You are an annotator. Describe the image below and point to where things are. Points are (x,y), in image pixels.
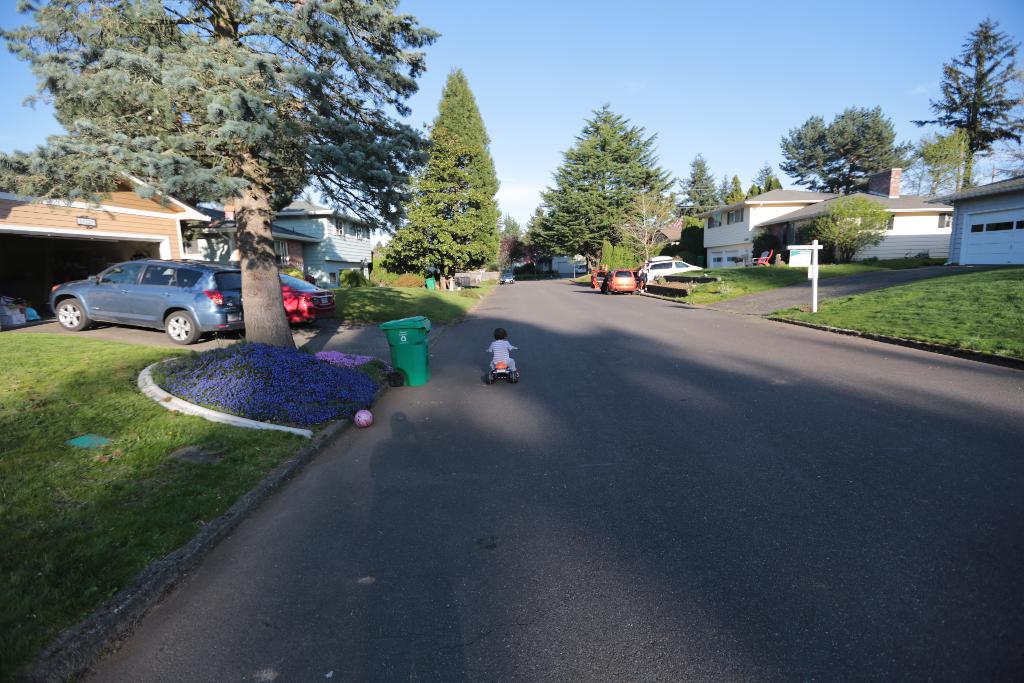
In this image there is a baby (504,359) with a vehicle (510,373) on the road (520,534). Image also consists of many buildings (301,212) and also trees (811,140). Few cars (233,271) are parked. Dustbins (422,324) are also visible in this image. At the top (621,55) there is sky (623,56).
